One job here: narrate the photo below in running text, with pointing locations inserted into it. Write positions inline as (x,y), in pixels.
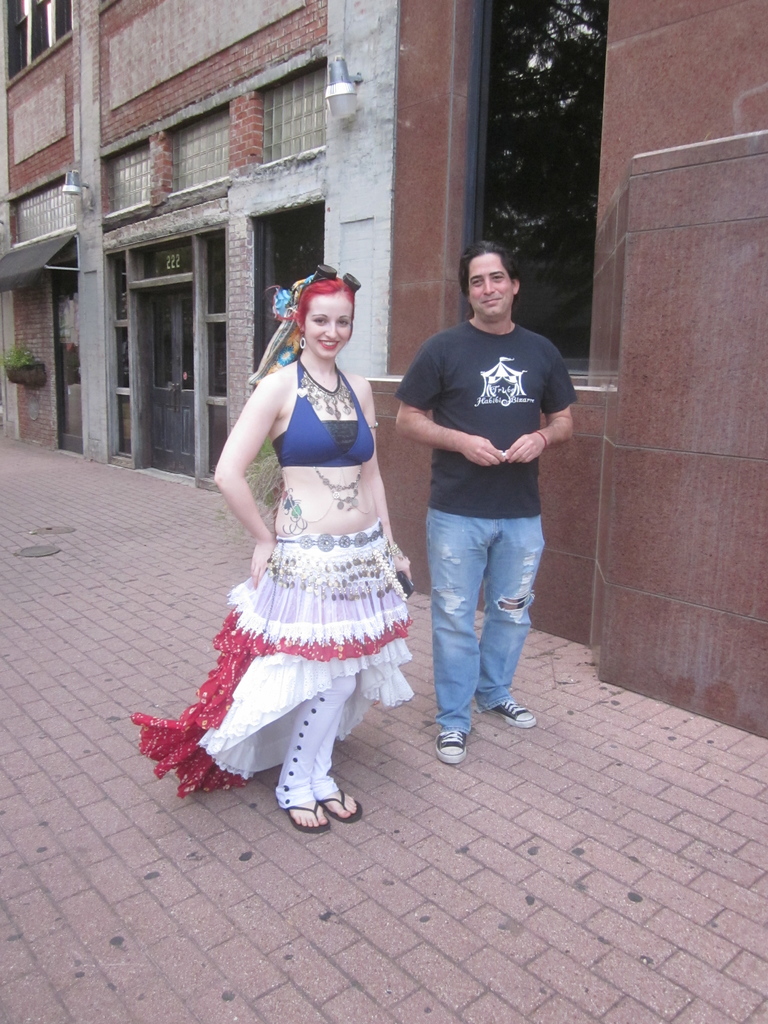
In this image I can see two people (262,548) with different color dresses (442,452). These people (290,472) are smiling. To the side I can see the building (395,94) which is in brown and ash color.
